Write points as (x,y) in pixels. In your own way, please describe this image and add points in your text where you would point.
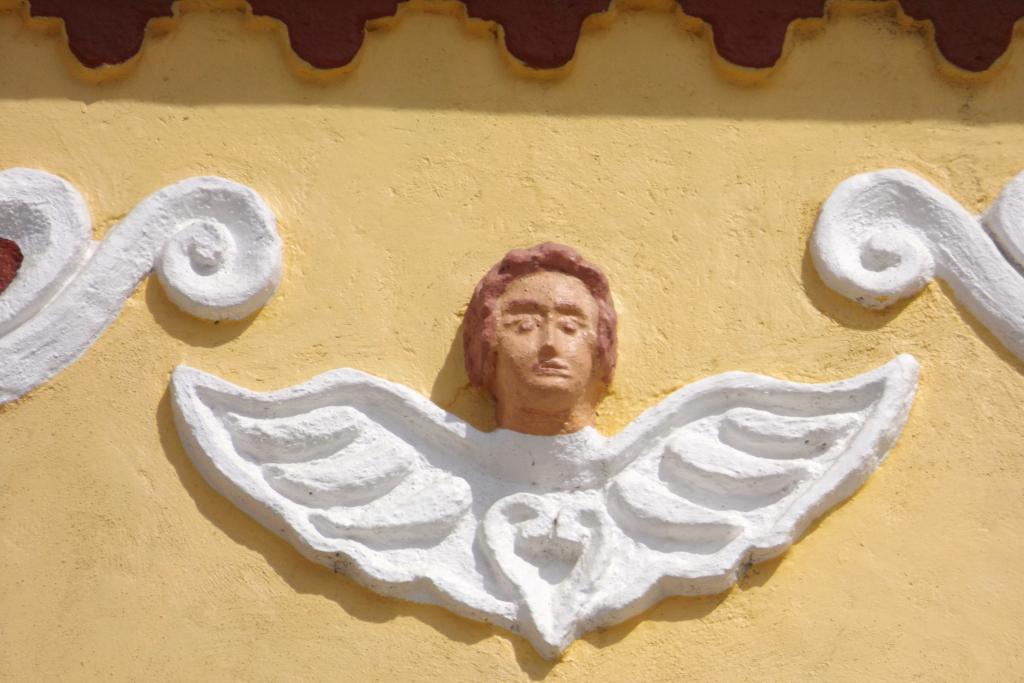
In this picture I can see carving (483,451) on the wall (348,221).
